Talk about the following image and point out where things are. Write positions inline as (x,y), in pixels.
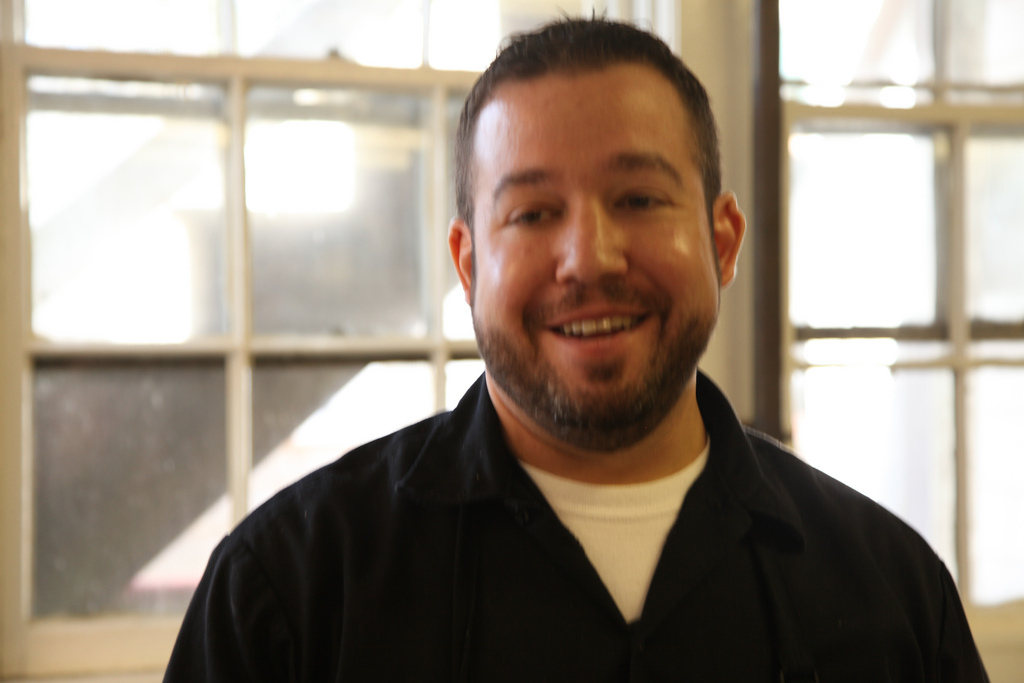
In this image we can see a person (573,435). On the backside (382,302) we can see some windows (355,334).
